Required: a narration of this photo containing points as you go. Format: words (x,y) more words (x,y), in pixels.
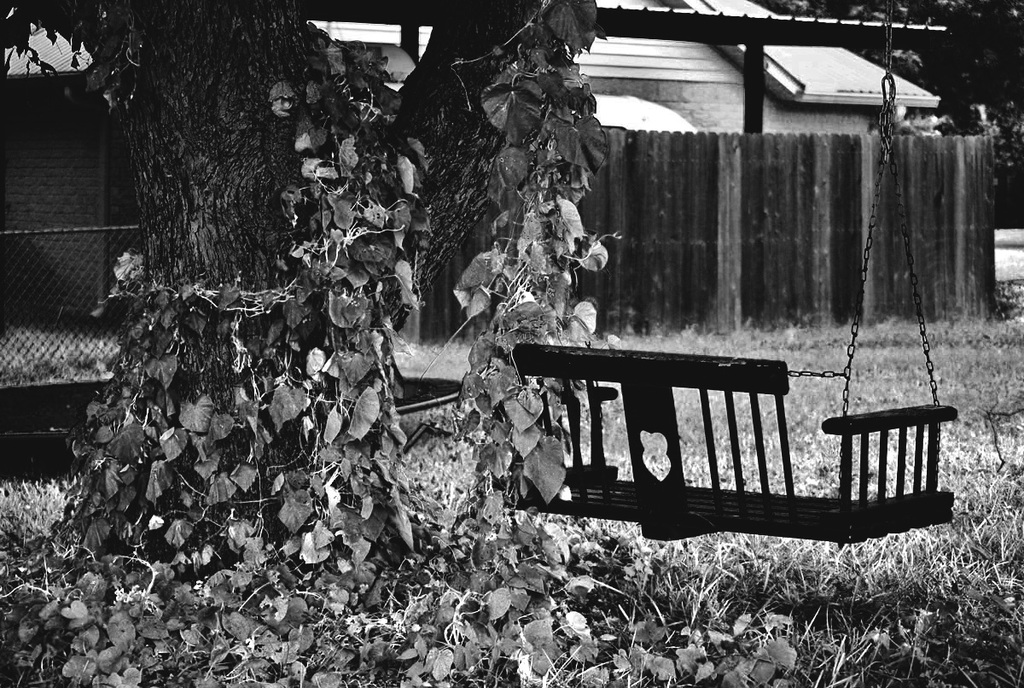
In this image there are few trees (369,438), a fence (71,301), a swing (594,404), a building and grass (829,323).
